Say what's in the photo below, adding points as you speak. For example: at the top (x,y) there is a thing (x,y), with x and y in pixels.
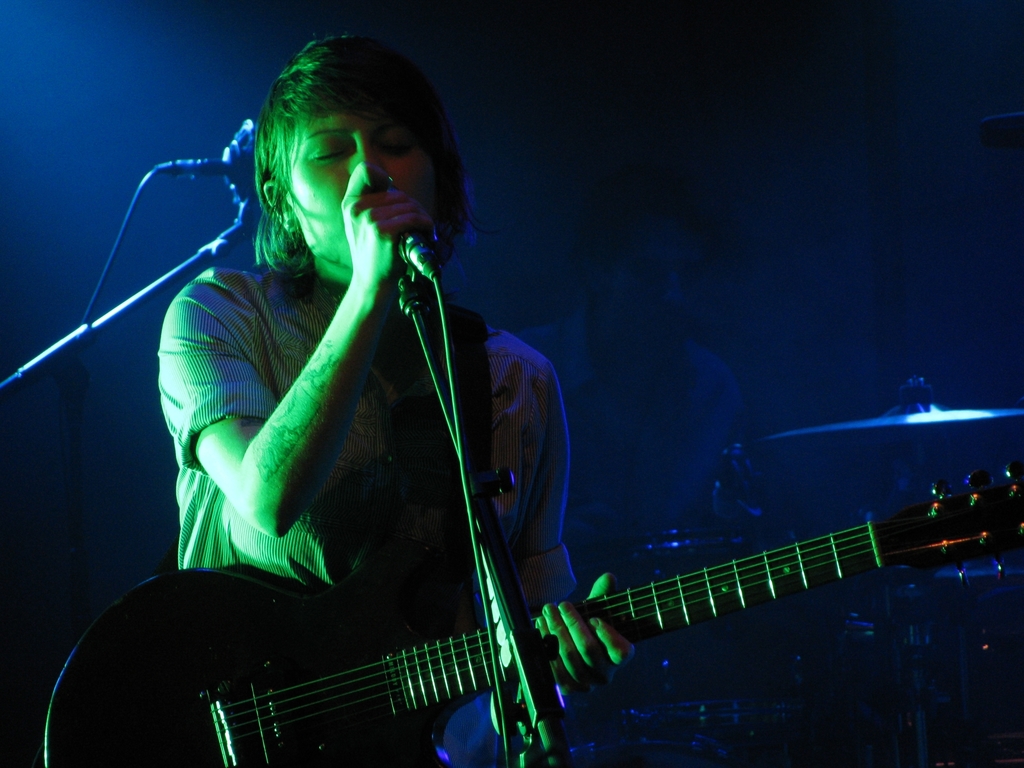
In this image a lady (361,123) is singing she is holding a mic (428,262) she is playing guitar (322,665). Behind her one person (663,288) is playing drums (727,514). In the left (129,303) there is another mic (145,297).
